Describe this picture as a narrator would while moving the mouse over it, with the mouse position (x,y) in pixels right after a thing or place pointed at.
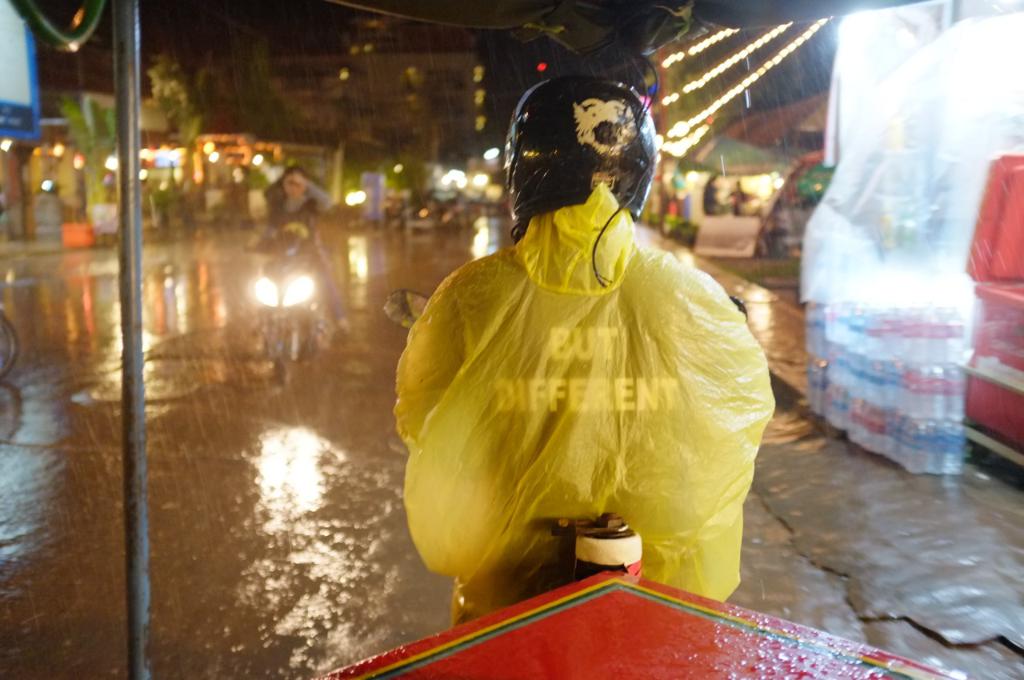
In this image we can see people (508,403) riding bikes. In the background (156,173) there are buildings (329,145), trees (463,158) and lights (159,160). On the right (961,304) there is a store (952,357) and we can see bottles (889,376). We can see a tent (771,155).
